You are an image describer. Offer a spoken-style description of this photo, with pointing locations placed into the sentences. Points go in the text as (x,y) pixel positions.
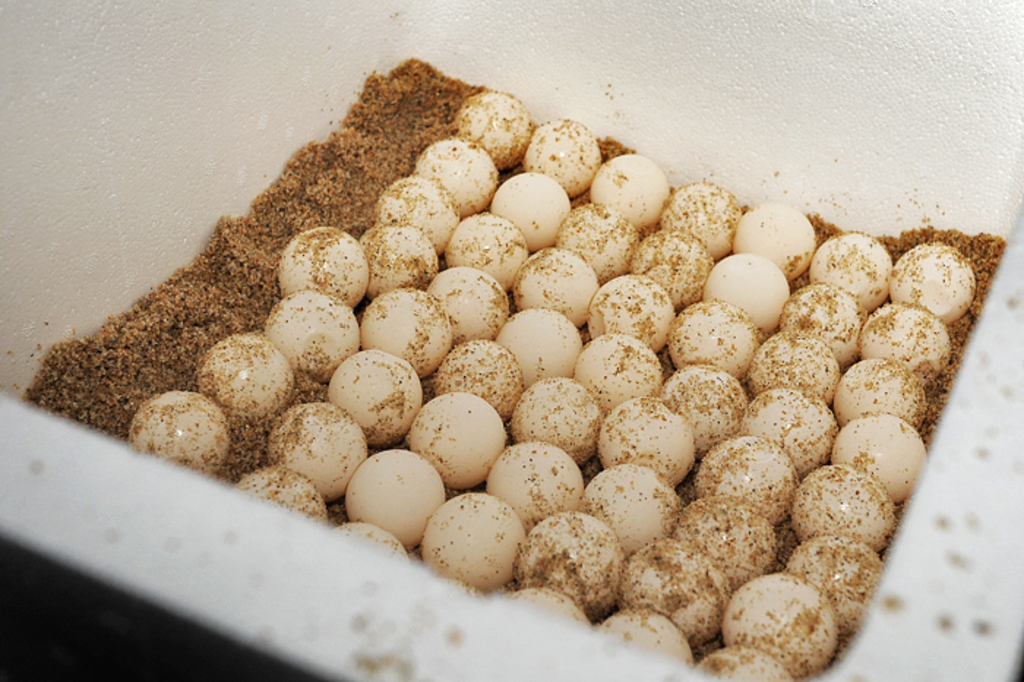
There is a white box (127,178). In that there are eggs (496,344) and brown color powdered thing (311,190).
